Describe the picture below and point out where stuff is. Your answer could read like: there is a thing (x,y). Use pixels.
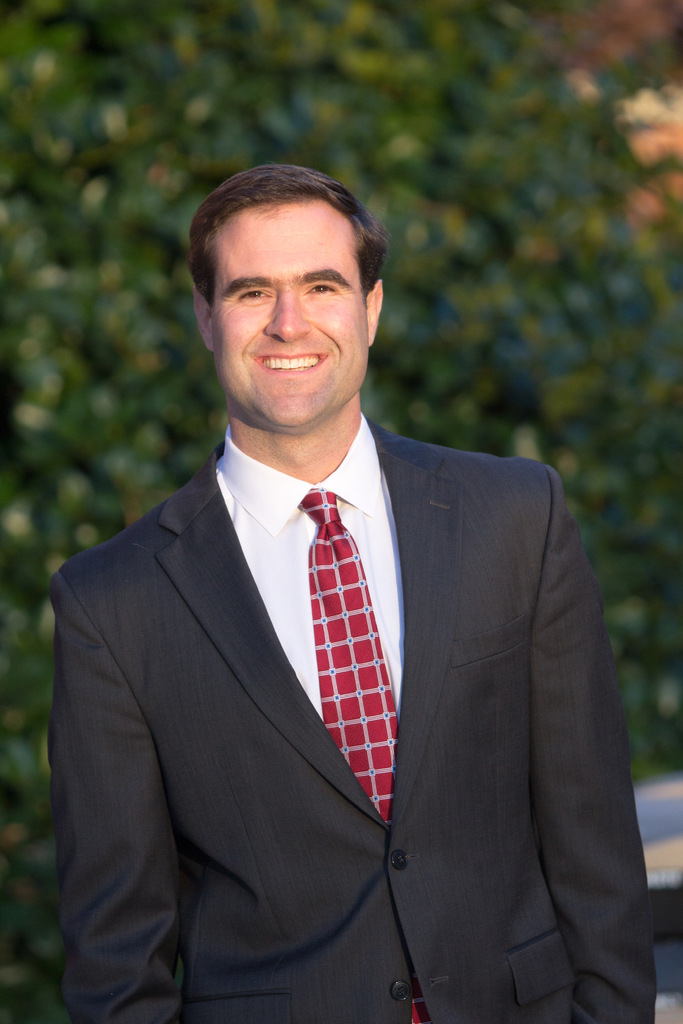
In the center of the image (292,354) we can a man (342,341) standing and smiling. He is wearing a suit (422,577). In the background (562,223) there are trees (403,59).
